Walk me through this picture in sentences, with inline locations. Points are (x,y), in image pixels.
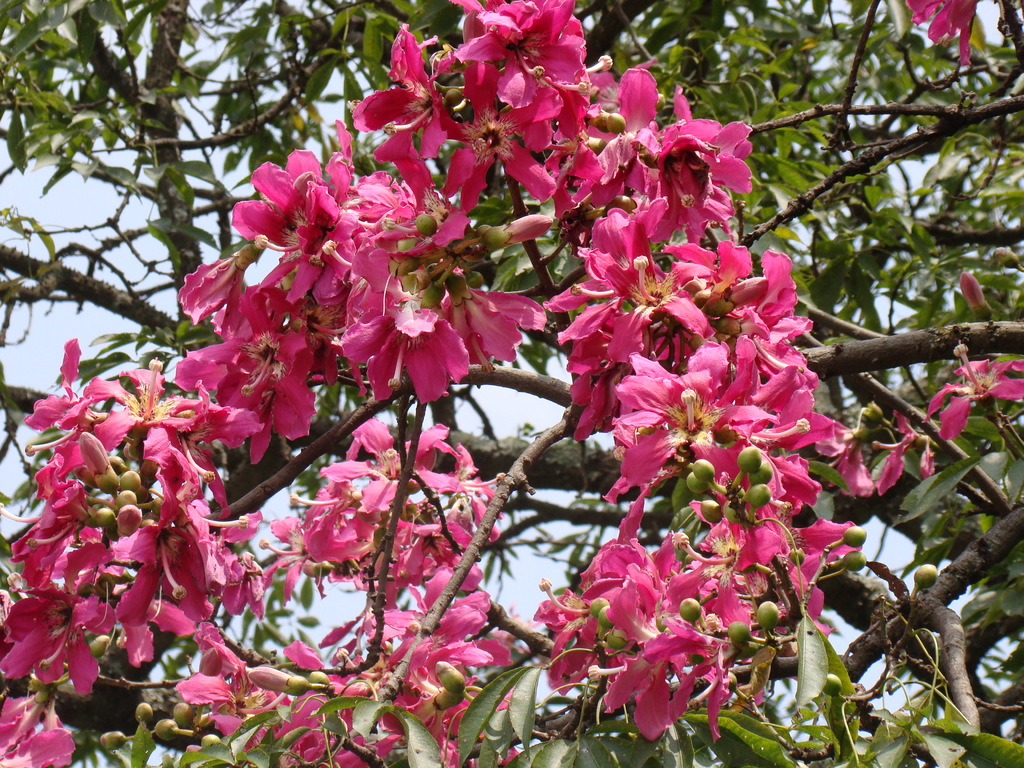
There is a tree (395,277). On that there are many pink flowers (361,330). In the background (512,588) there is sky (512,588).
